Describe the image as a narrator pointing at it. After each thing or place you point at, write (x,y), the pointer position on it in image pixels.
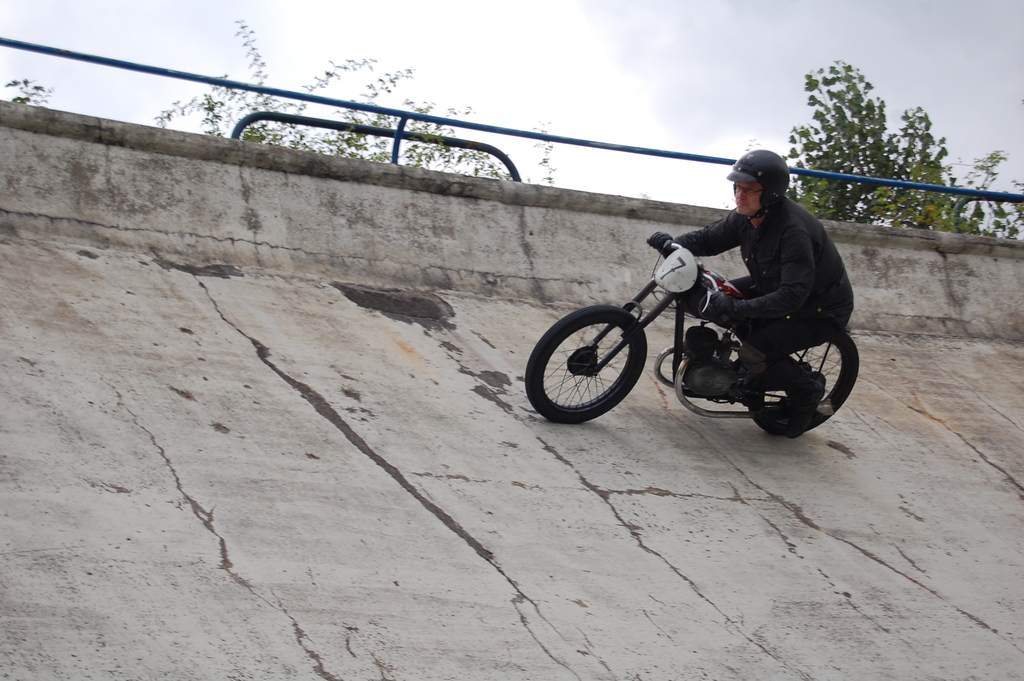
In the image there is a man (753,262) who is riding a vehicle (719,276), he is wearing a black color dress (775,243) and a black helmet (753,162), to the left (317,99) there is a fencing (364,107), in the background (535,139) there is sky (582,37) and trees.
